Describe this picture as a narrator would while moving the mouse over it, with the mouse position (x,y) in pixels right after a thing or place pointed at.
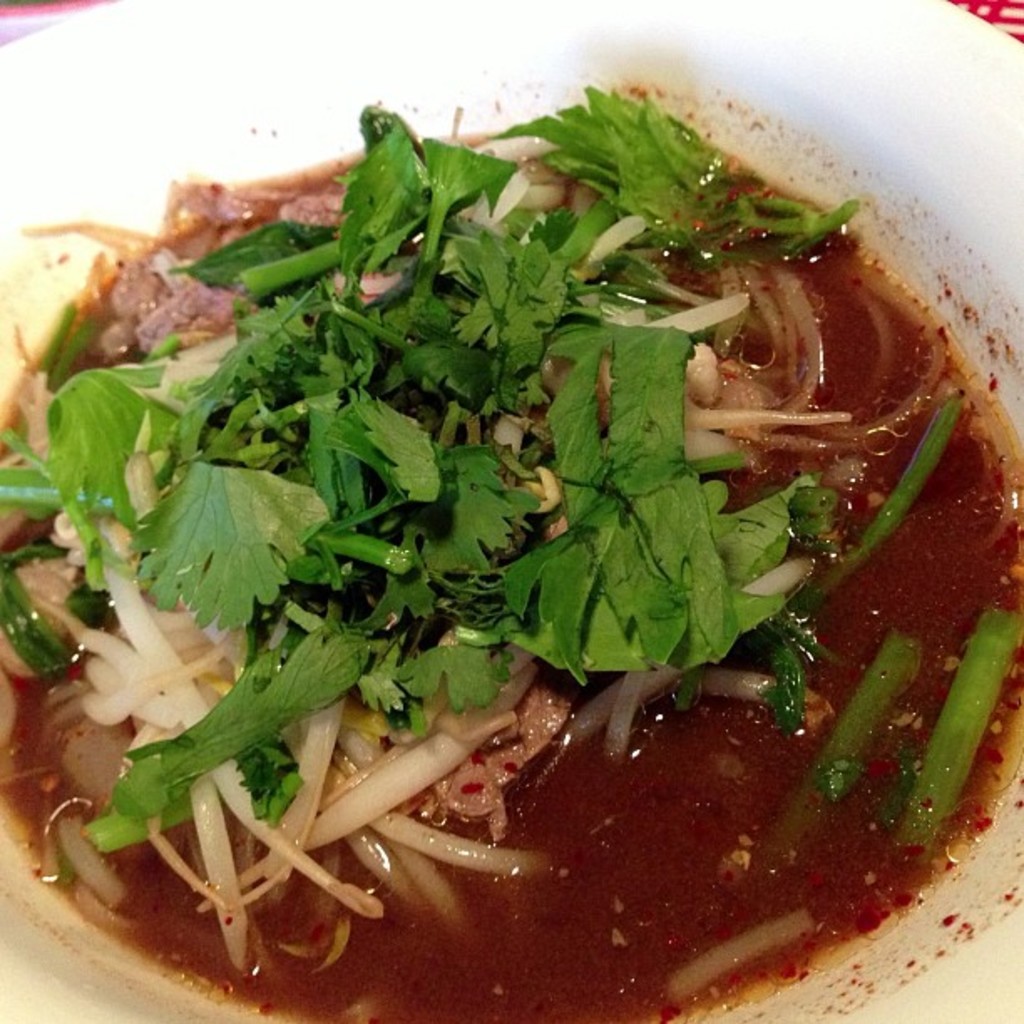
In this image we can see food (577,860) placed in a bowl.
